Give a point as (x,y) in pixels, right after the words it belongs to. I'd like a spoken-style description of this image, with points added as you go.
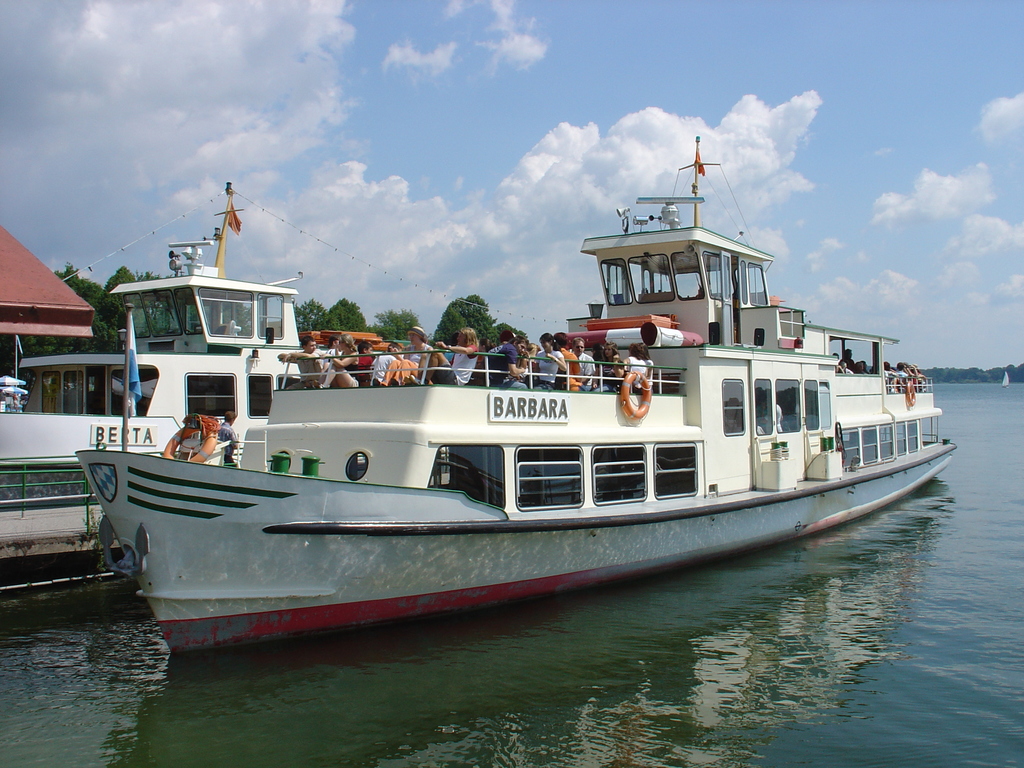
There is a group of people (427,382) present in a ship (288,366) which is present on the surface of water (289,708) as we can see in the middle of this image (369,356). There are trees (307,316) in the background (395,320). The cloudy sky (475,260) is at the top of this image (506,185).
